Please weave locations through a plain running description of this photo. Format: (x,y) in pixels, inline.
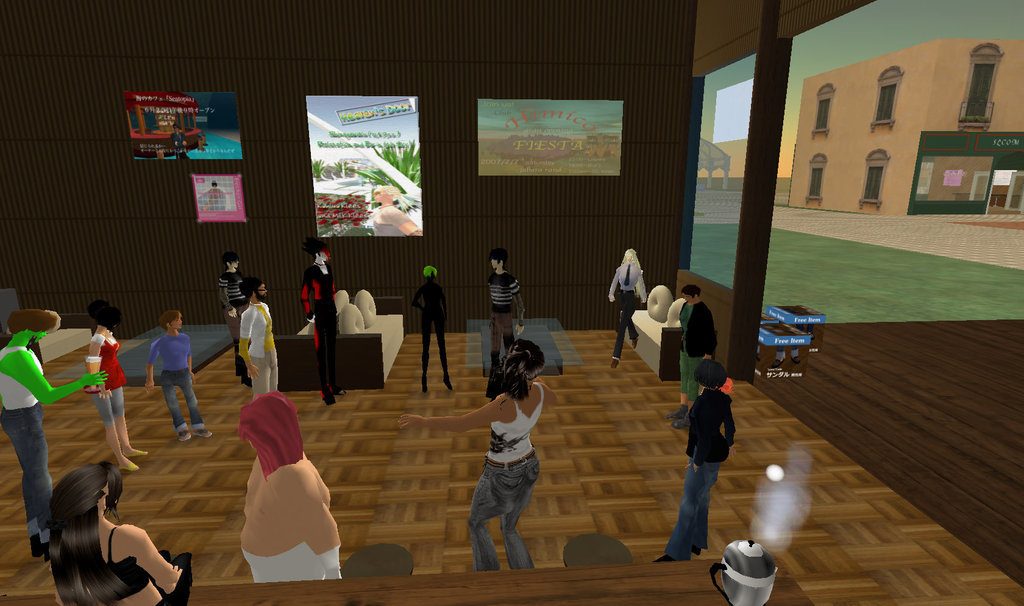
In this picture I can see the animated image of the persons (113,371) who are standing round. Beside them I can see the table (306,590) and couches (647,320). On the right (934,95) I can see the building (948,152) and sky (1020,12). In the back (336,178) I can see the posters (535,173) which are placed on the wall (572,185).
